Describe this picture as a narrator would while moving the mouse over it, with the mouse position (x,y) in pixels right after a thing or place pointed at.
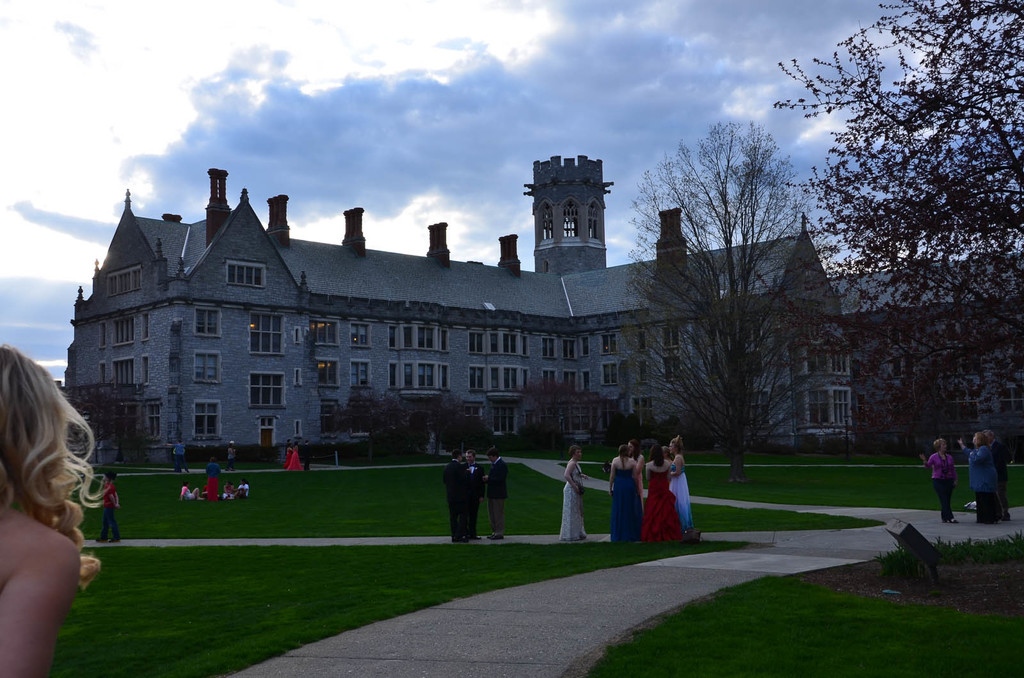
In this picture I can see buildings (319,347), trees (916,294) and few people (580,458) are standing and few are walking and few are seated and I can see grass (343,609) on the ground (675,588) and a blue cloudy sky (469,81).
